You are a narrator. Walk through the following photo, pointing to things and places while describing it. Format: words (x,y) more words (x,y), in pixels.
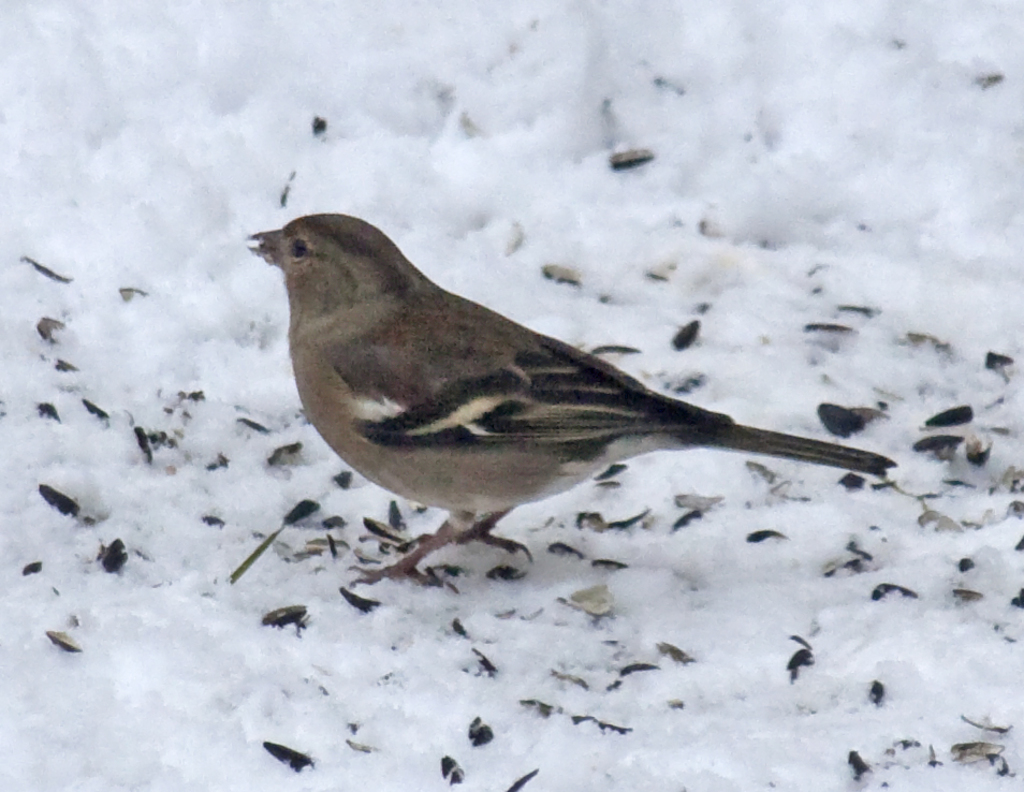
In this image I can see the bird (454,413) which is in black and brown color. It is on the snow (323,555). On the snow (342,679) I can also see some black and cream color objects (477,723).
